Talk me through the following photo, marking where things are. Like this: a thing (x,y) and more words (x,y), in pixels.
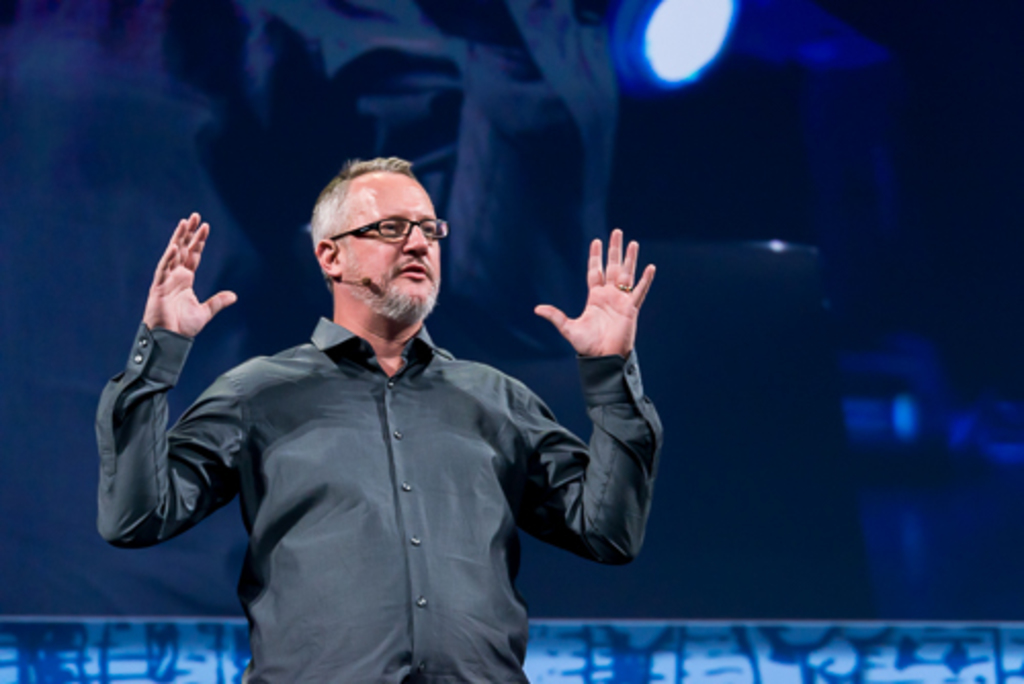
In this picture I can see a man (417,305) with spectacles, and there is blur background (758,52).
